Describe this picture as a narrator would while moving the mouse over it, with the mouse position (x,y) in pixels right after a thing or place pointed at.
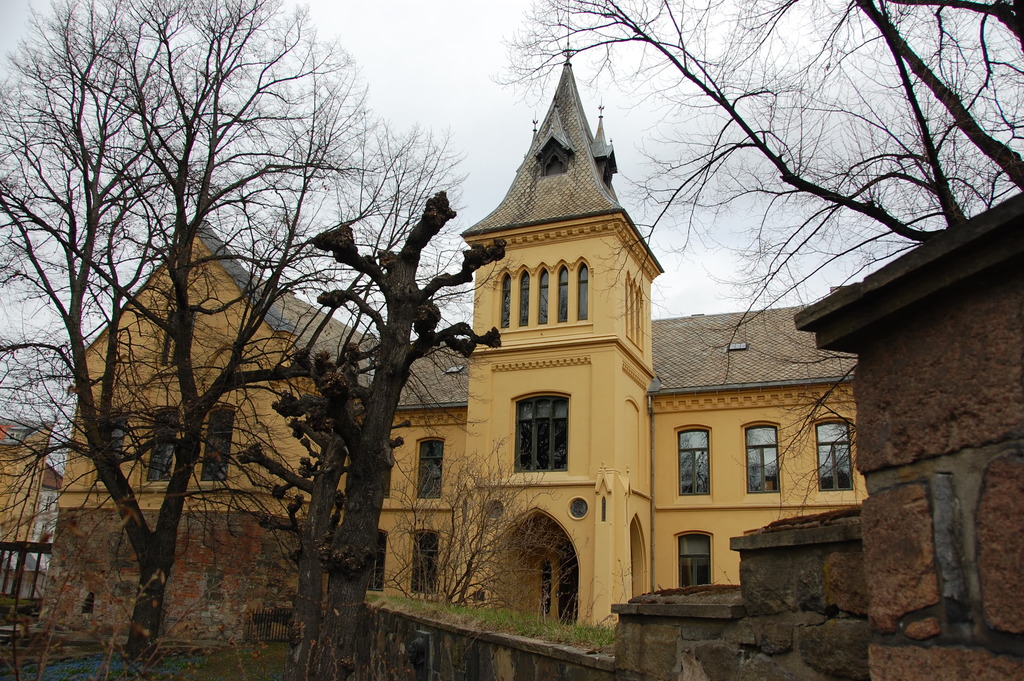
This picture is clicked outside. In the foreground (333,677) we can see the small portion of grass (452,619) and trees (310,375) and we can see the buildings (554,346) and the sky (505,75) and some windows (562,416).
